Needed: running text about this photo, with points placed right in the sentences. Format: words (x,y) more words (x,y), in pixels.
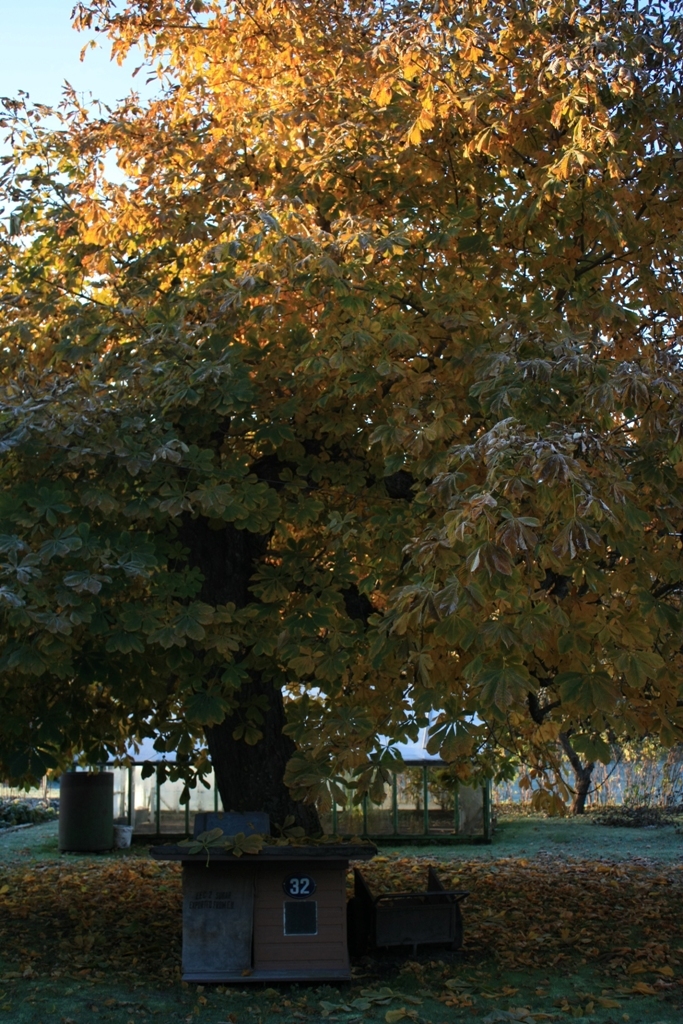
In this picture we can observe a tree (209,443). There are some yellow color leaves (316,124) to this tree (306,111). We can observe some dried leaves (165,960) on the ground (55,899). In the background (425,811) we can observe a railing (431,779) and a sky (71,78).
